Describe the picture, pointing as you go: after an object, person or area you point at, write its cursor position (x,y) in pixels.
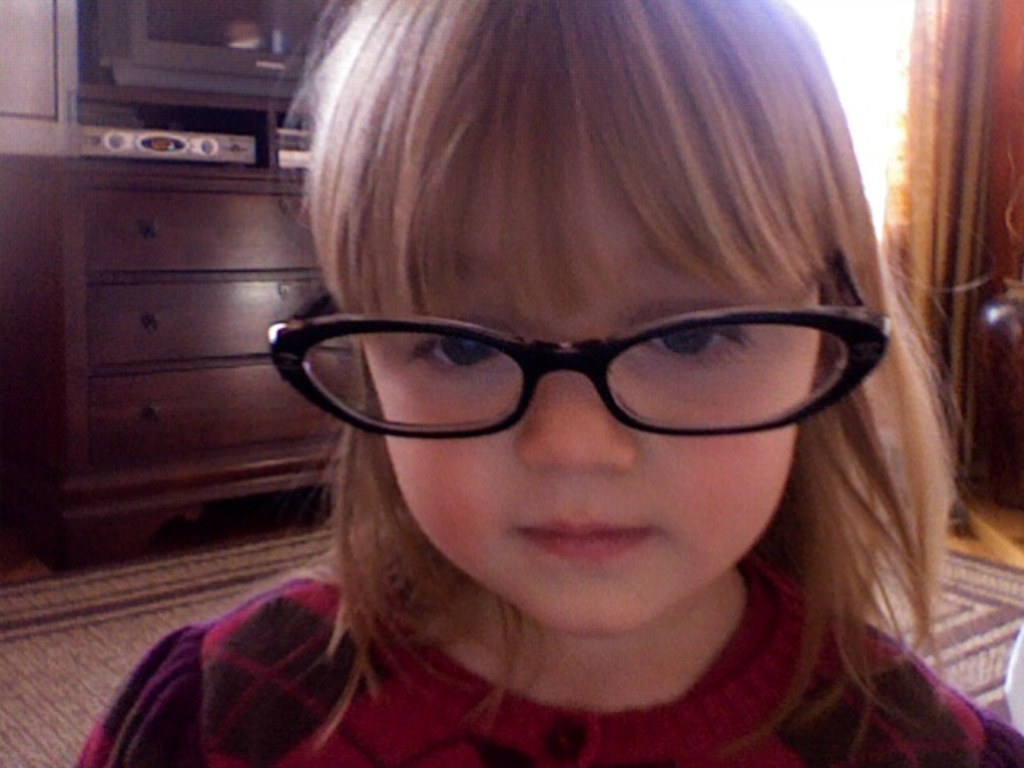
In this image in front (401,59) there is a girl (340,136). Behind her there is a TV (208,88). There are few objects (175,136) on the table (196,318). At the bottom of the image (133,604) there is a mat (208,595) on the floor (974,550). On the right side of the image (962,177) there is a curtain (976,226).
